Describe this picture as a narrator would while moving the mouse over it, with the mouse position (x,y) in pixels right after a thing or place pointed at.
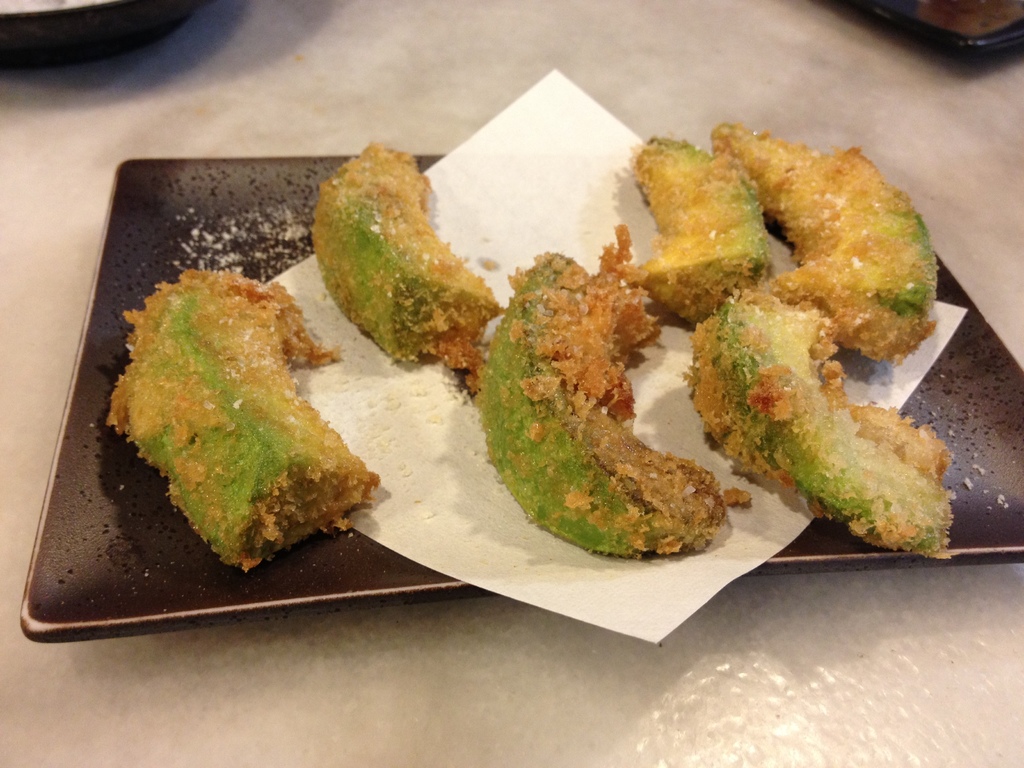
In this image we can see food items (610,542) on a tissue paper (374,406) on a plate (92,570) on the platform (363,138). At the top (40,26) we can see objects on the platform (454,145).
